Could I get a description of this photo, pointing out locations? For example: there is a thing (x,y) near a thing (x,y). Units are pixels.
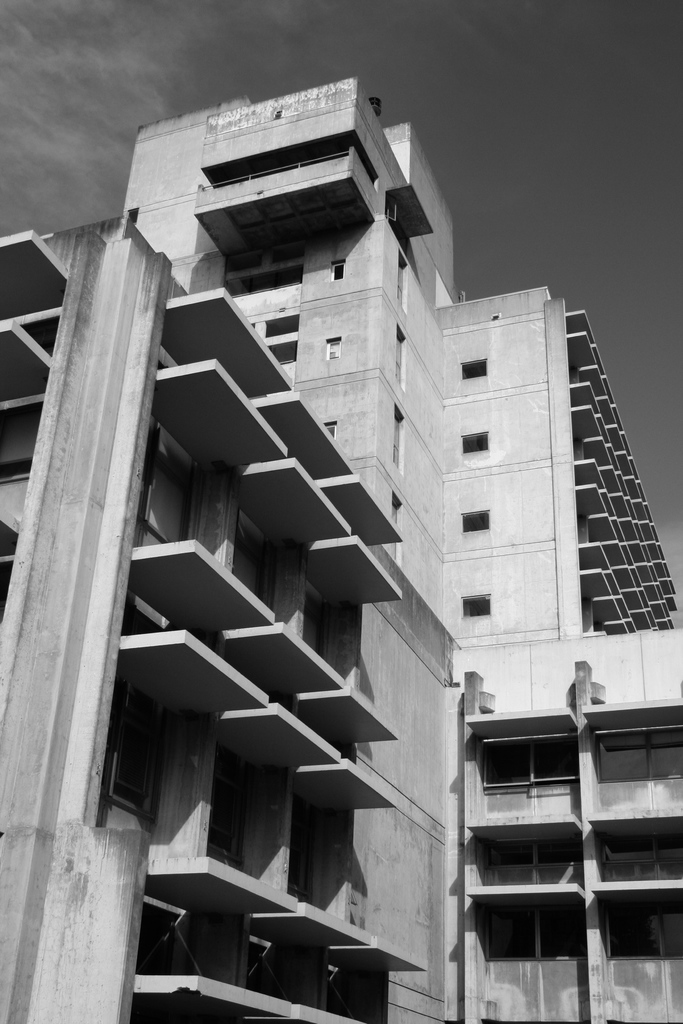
In this image I can see a black and white picture of a building (379,586) and in the background (481,218) I can see the sky (485,117).
